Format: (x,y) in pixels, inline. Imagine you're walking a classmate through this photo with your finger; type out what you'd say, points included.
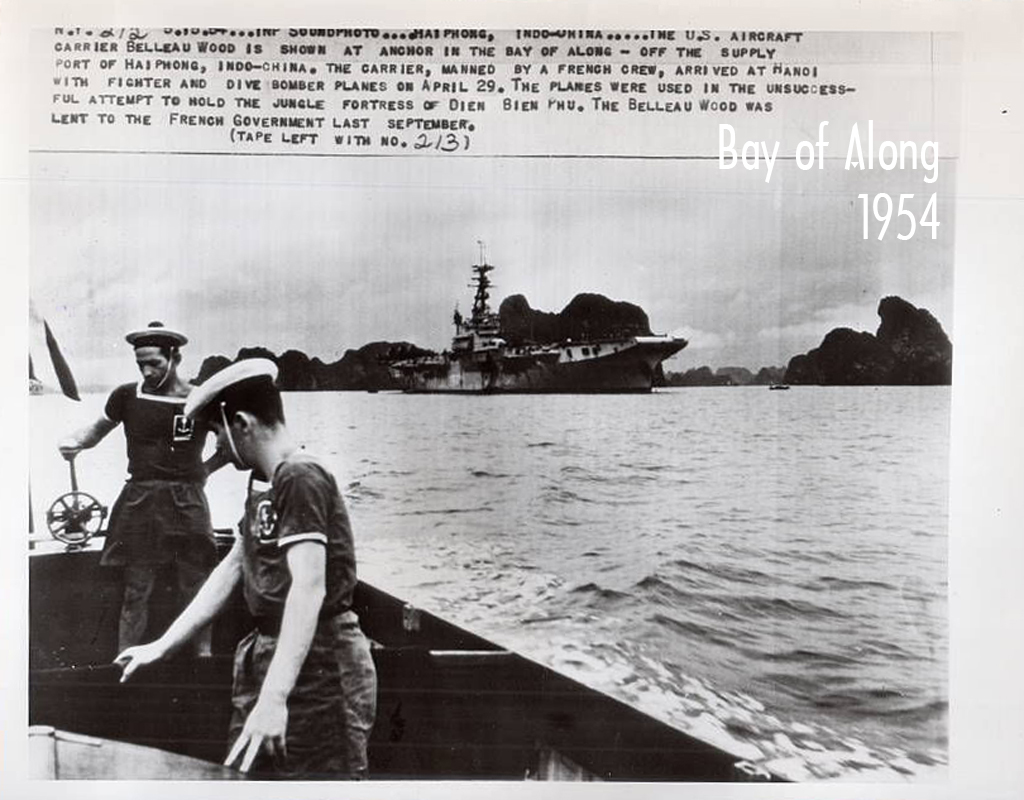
This is a black and white image where we can see two persons (289,656) wearing a dress (148,413) and caps (169,340) are standing in a boat (510,687) which is floating on the water (725,553). In the background (469,342), we can see another ship (671,351) floating on the water (454,428), we can see rocks (895,346) and the sky (814,229). Here we can see some edited text (224,67) at the top of the image (221,44).
